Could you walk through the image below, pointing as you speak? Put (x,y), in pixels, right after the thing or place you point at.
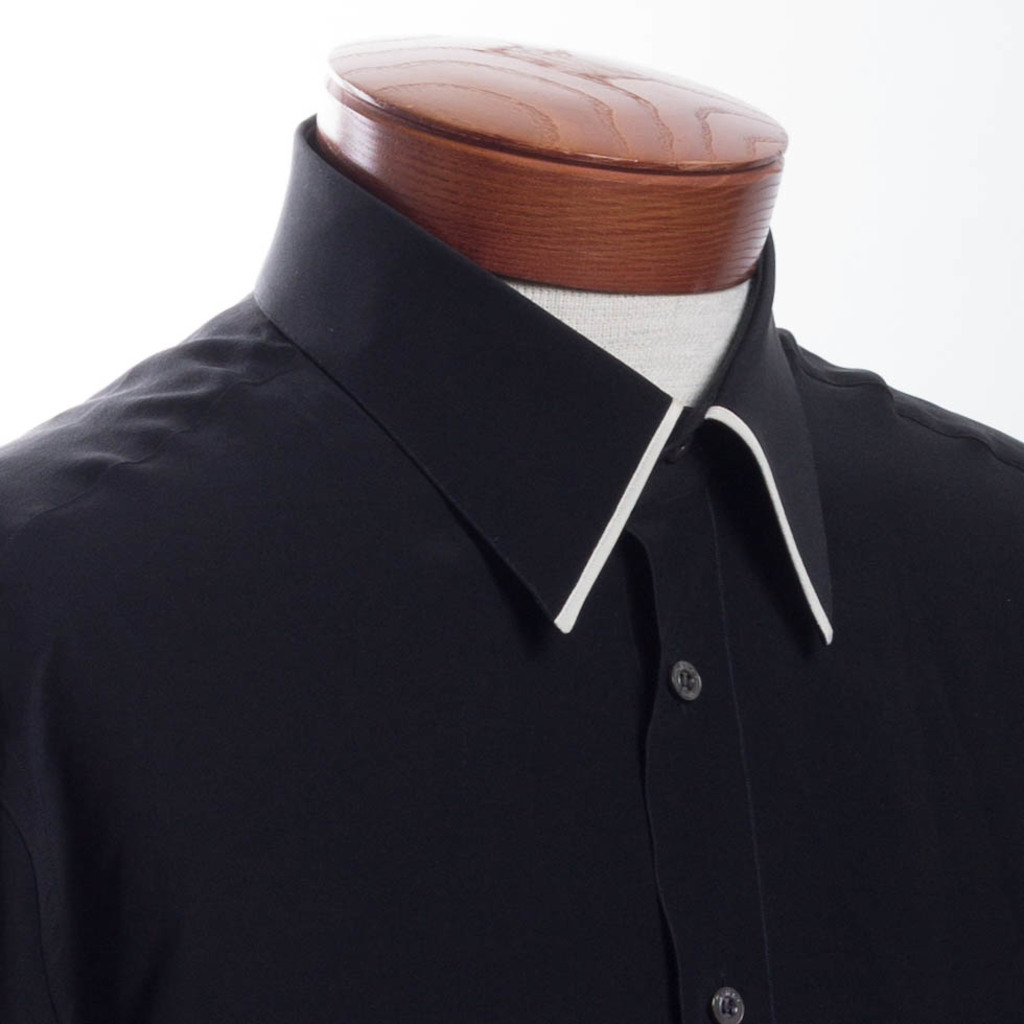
In the picture we can see a shirt (810,597) and a mannequin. There is a white background (974,159).
